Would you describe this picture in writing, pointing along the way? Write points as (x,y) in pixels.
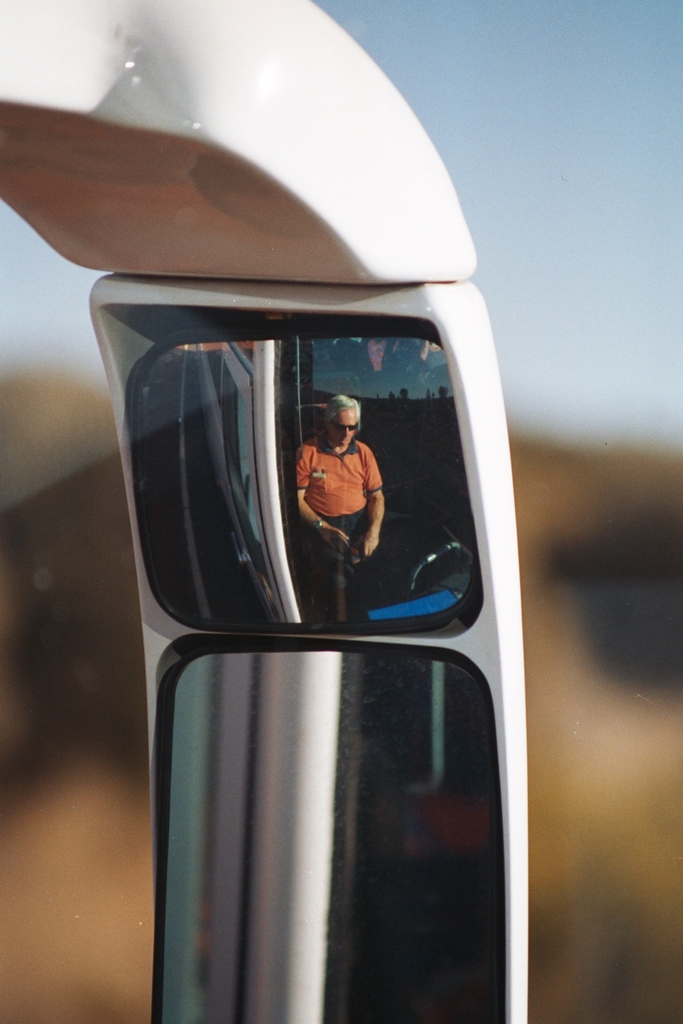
In this picture we can see a mirror (427,658), in the mirror reflection (424,570) we can see a man (365,508), we can find blurry background (87,535).
